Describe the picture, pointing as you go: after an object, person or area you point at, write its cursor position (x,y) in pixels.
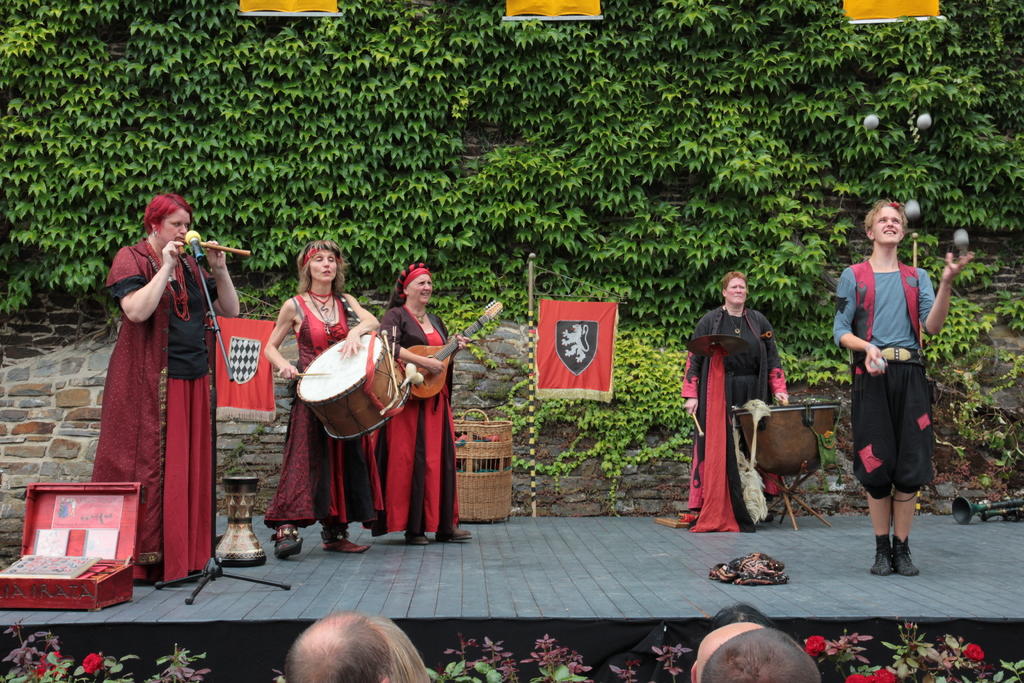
In the image we can see there are people (142,412) who are standing and holding music instruments (331,346) in their hand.
